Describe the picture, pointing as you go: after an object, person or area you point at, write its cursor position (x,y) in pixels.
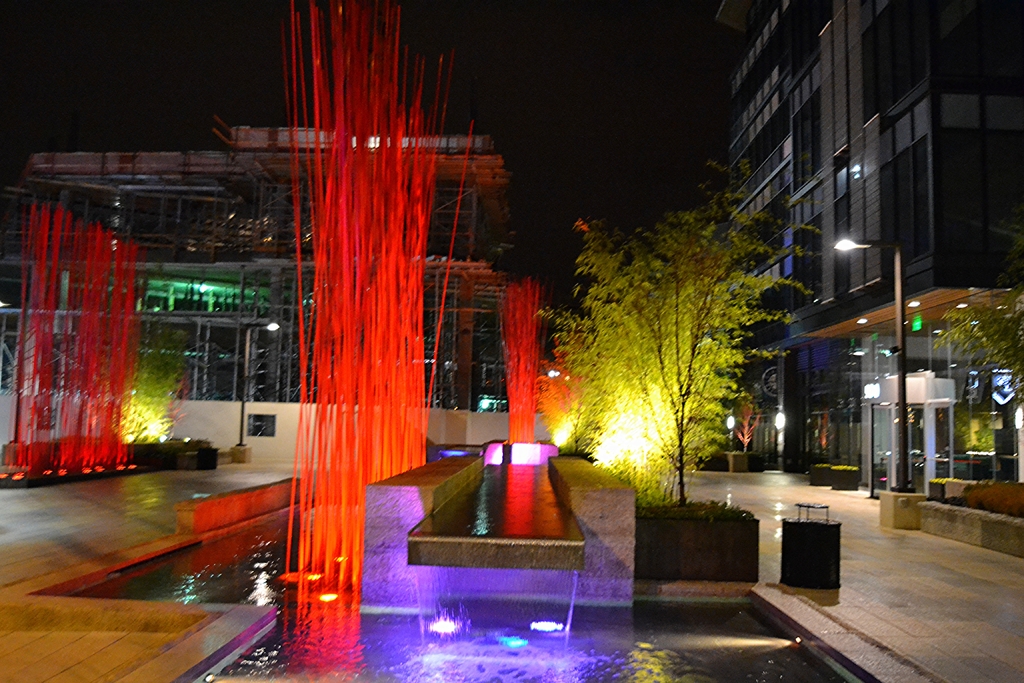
In the given image i can see a buildings (905,154) with windows (921,197), electric lights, plants (734,211), water (546,477) and some decorative objects (383,394).
